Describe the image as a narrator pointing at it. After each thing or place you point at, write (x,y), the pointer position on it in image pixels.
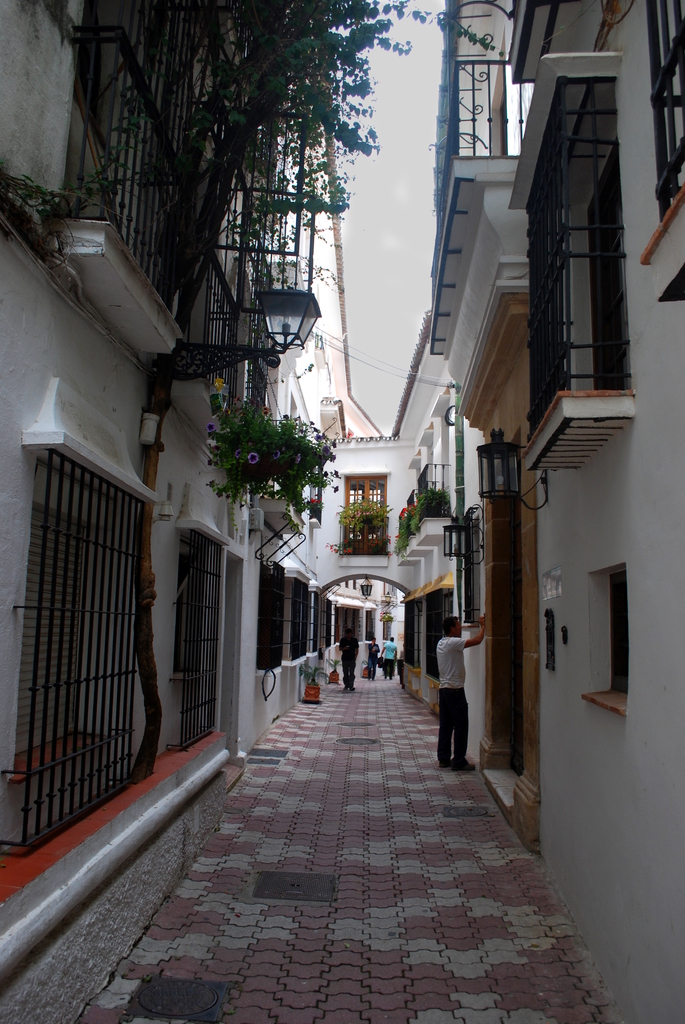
In this image I can see a person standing wearing white shirt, black pant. Background (351,515) I can see few other people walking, buildings (327,515) in white color, plants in green color and the sky (382,237) is in white color.
